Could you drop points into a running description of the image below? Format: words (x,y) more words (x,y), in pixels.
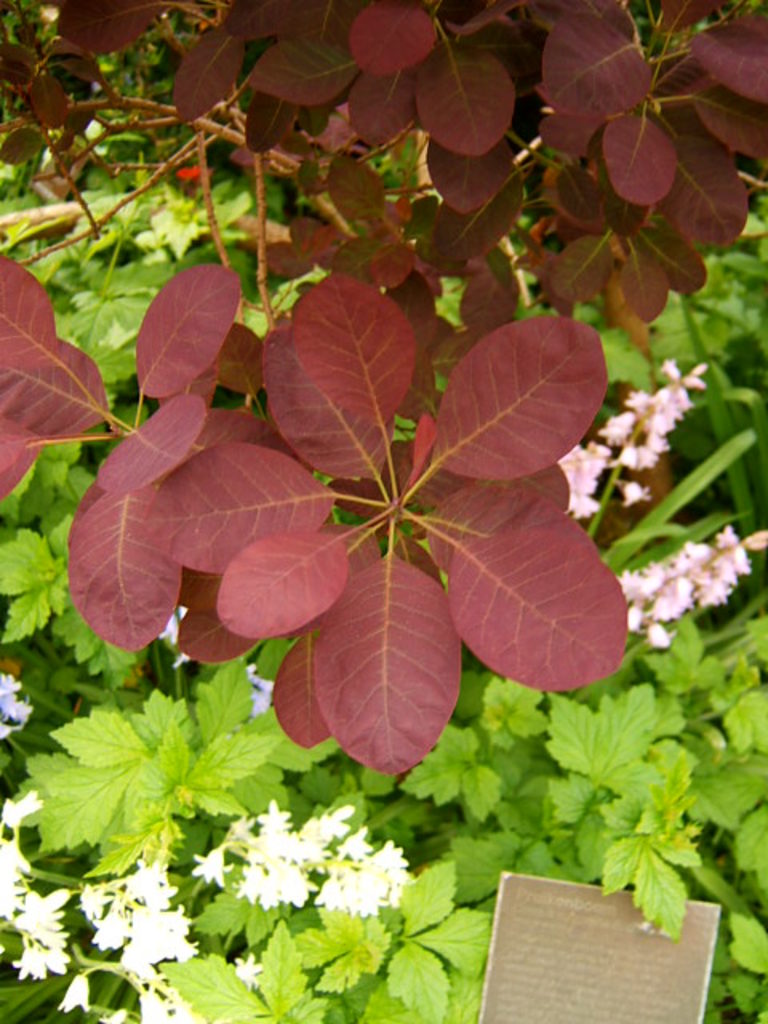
In this image in the front (466,404) there are leaves (347,403) which are red in colour. In the background (243,690) there are flowers (354,849) and there are plants (535,798) and there is an object (557,967) with some text (596,974) written on it.
